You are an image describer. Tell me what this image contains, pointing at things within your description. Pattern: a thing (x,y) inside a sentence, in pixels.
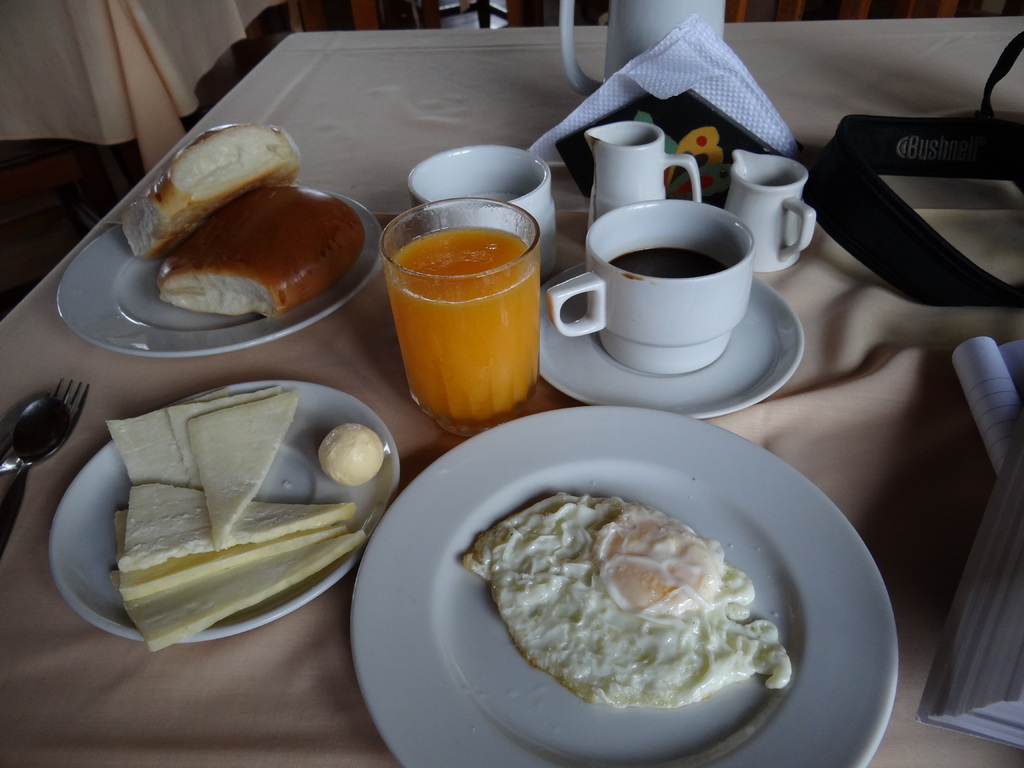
In this image we can see surface (868,429) of the table (891,93). On the table (333,96) we can see plates (345,201), cups (432,168), saucer (605,385), tissues (667,48), jug (629,10), books (993,565), bread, juice (451,299), spoon (41,439), fork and food items (547,638). We can see one table (112,48) in the left top of the image (113,43) which is covered with cloth (135,65).
